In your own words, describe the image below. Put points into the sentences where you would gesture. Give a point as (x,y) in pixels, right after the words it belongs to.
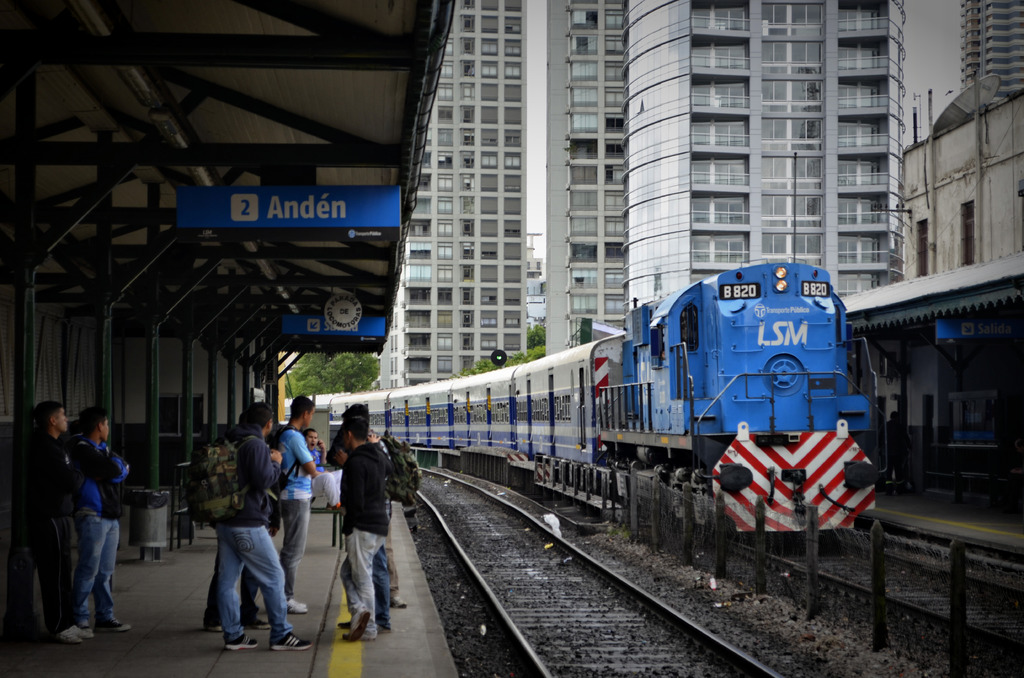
On the left side (205,485), there are persons (59,463) standing on a platform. Above them, there are hoardings (309,231) attached to the roof (278,311). On the right side (707,308), there is a train (802,321) on the railway track (1022,590). Beside this railway track (906,596), there is another railway track (579,574) and a platform (1015,530) which is having roof (962,307). In the background (962,265), there are buildings (723,150) which are having glass windows (643,76) and there are trees (346,372).
